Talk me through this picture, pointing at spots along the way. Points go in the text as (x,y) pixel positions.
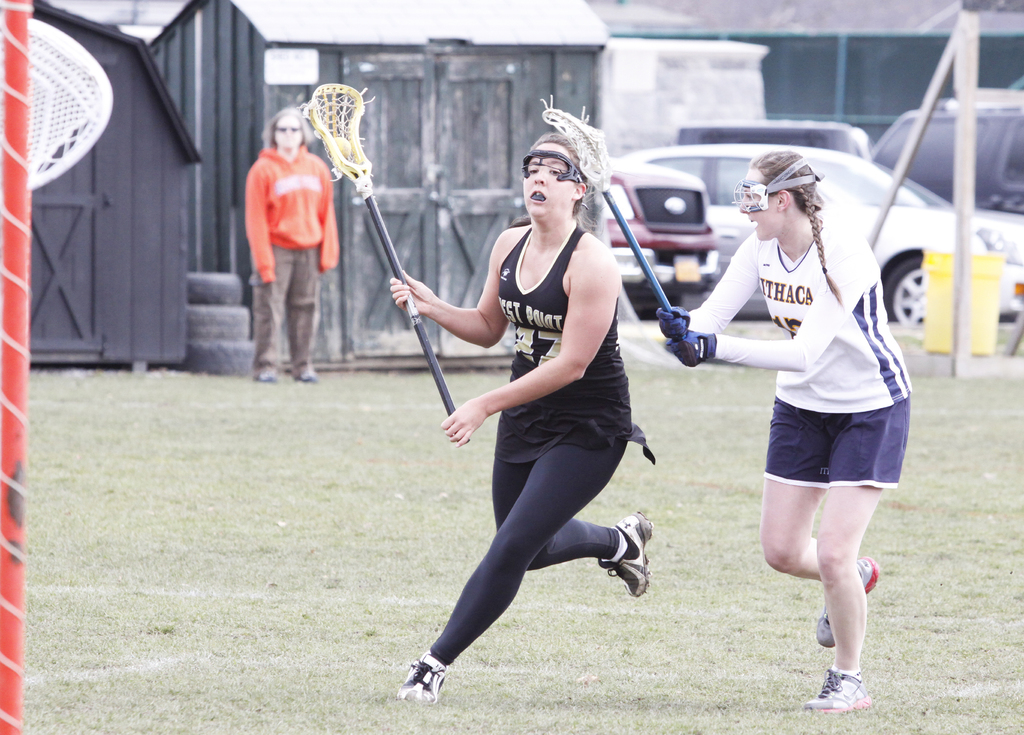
There are two women (512,431) in the picture running in the ground (731,546). They are playing a game. These two are wearing guards (756,193) on their heads (773,191). They are holding a bat (646,267) which is required for the particular game. Both are wearing shoes (635,569). And from the far another woman (290,226) is watching at these two players (508,501). Behind the third woman (304,205) there are three tires (217,310) and two wooden houses (204,208). Beside the wooden houses (508,96), there are vehicles (681,185) parked there. And a pole (958,238) is presented in front of the vehicles (919,192) and a bin (981,314), trash bin (987,299) is located there, near the pole (970,314).
